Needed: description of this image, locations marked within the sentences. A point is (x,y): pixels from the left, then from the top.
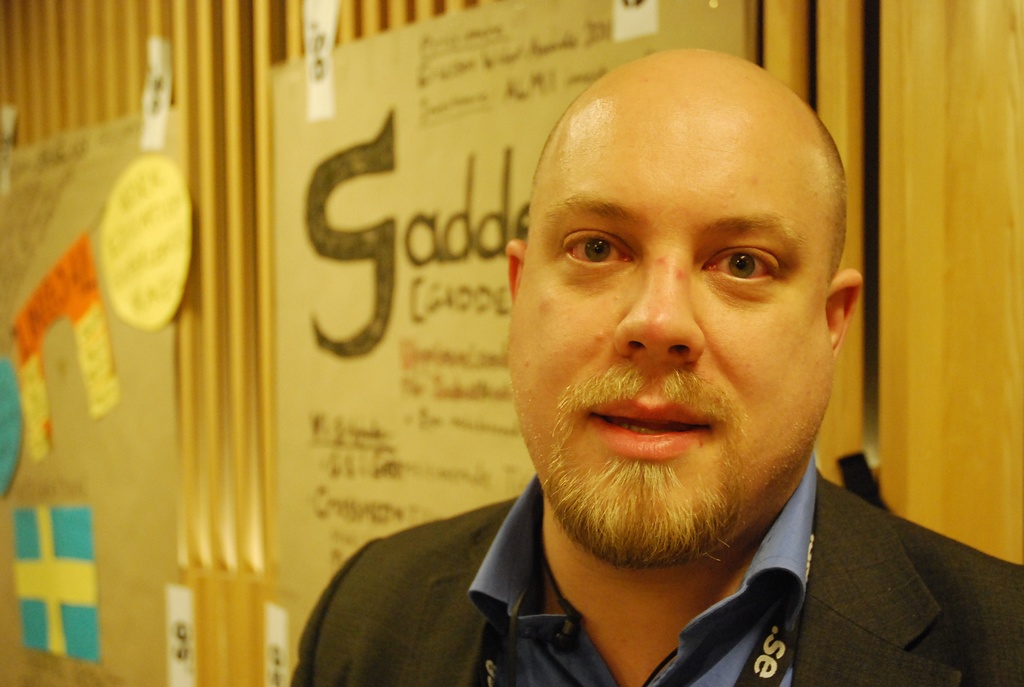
In this picture we can see a man (671,388), he wore a tag (782,678), in the background (281,397) we can see few posters (293,308).
